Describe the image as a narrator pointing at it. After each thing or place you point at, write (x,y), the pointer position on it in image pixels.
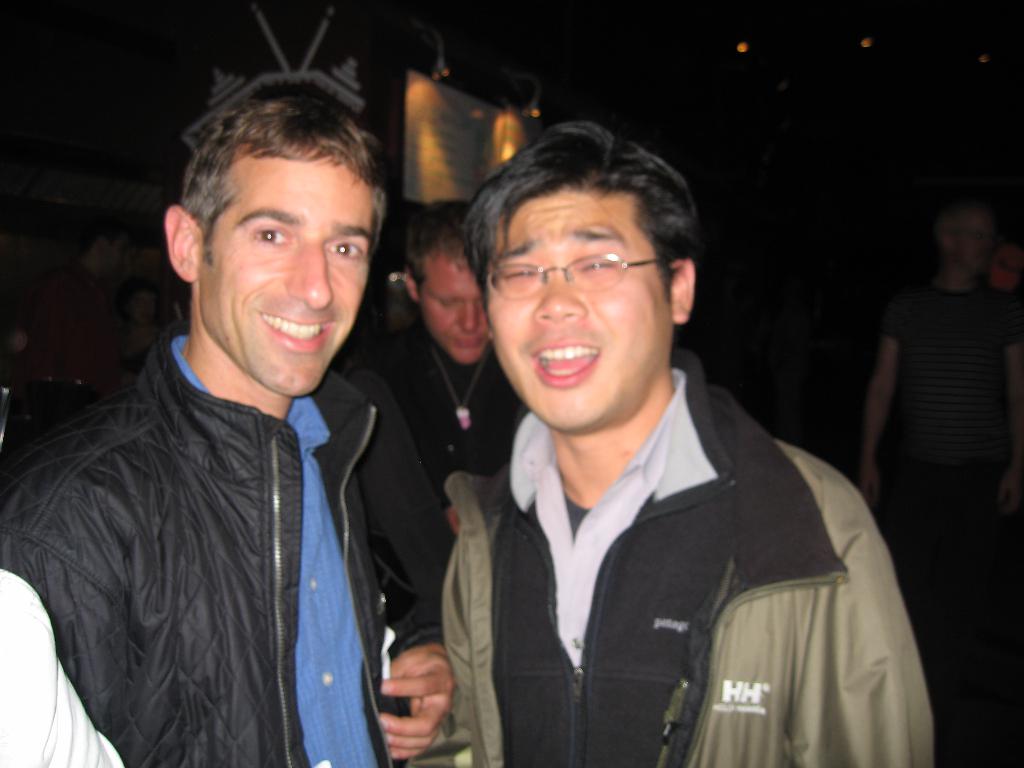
In this picture there are two boys (659,418) wearing jacket (229,601), smiling and giving a pose into the camera. Behind there is a black background (947,100).
